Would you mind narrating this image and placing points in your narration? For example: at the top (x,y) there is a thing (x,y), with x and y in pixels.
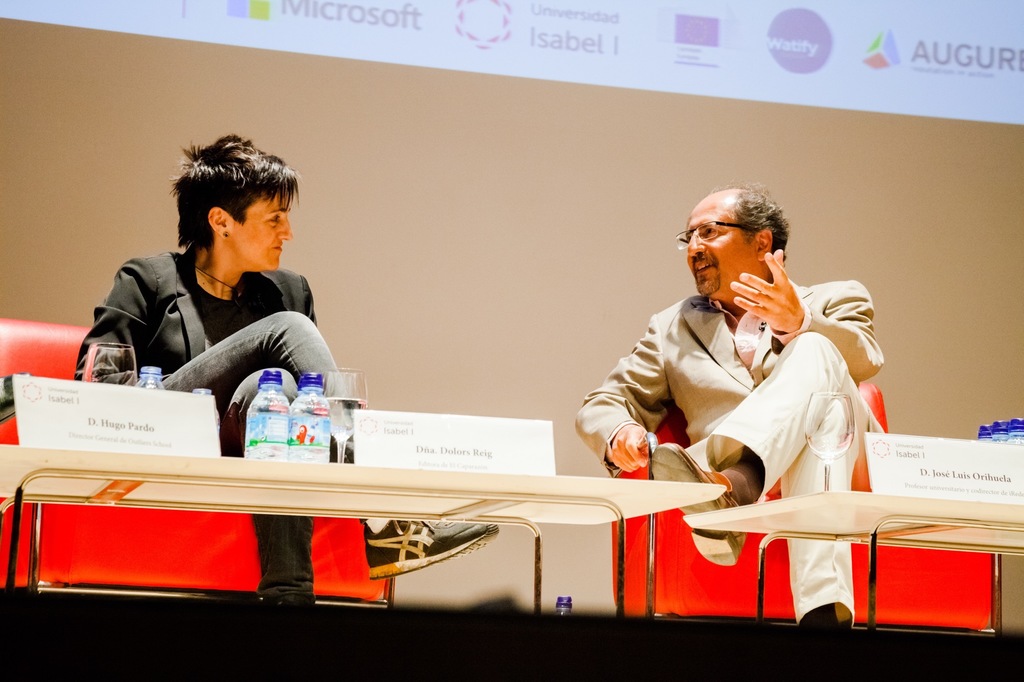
Here in this picture we can see a man (616,439) and a woman (295,365) sitting on chairs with table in front of them having bottles (275,448) and glasses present and we can see both of them are talking to each other and the man (680,375) is wearing spectacles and behind them we can see a projector screen (614,49) with something projected on it and we can also see name cards (86,412) present on the table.
